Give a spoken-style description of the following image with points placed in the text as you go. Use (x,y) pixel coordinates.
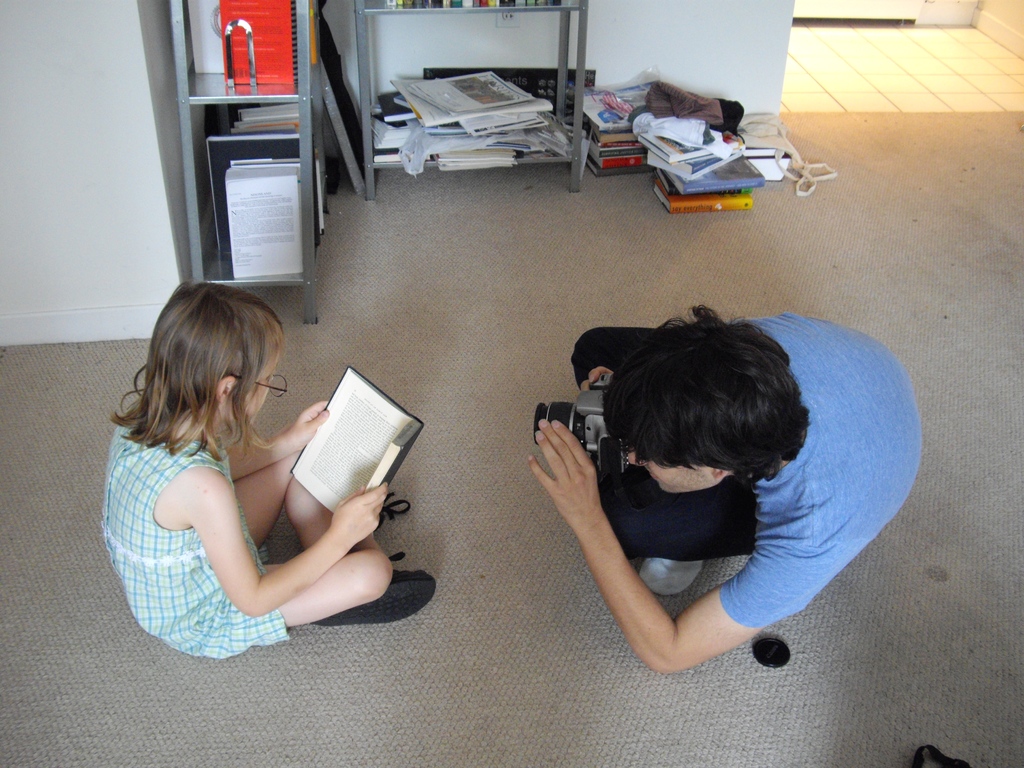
In this picture we can see small girl (261,548) sitting on the floor (318,632) and reading the book (360,443). In the front (686,481) there is a boy (831,489) wearing blue t-shirt (804,482) is taking photos. Behind we can see the rack (576,134) with newspapers (484,117) and books (620,141).
